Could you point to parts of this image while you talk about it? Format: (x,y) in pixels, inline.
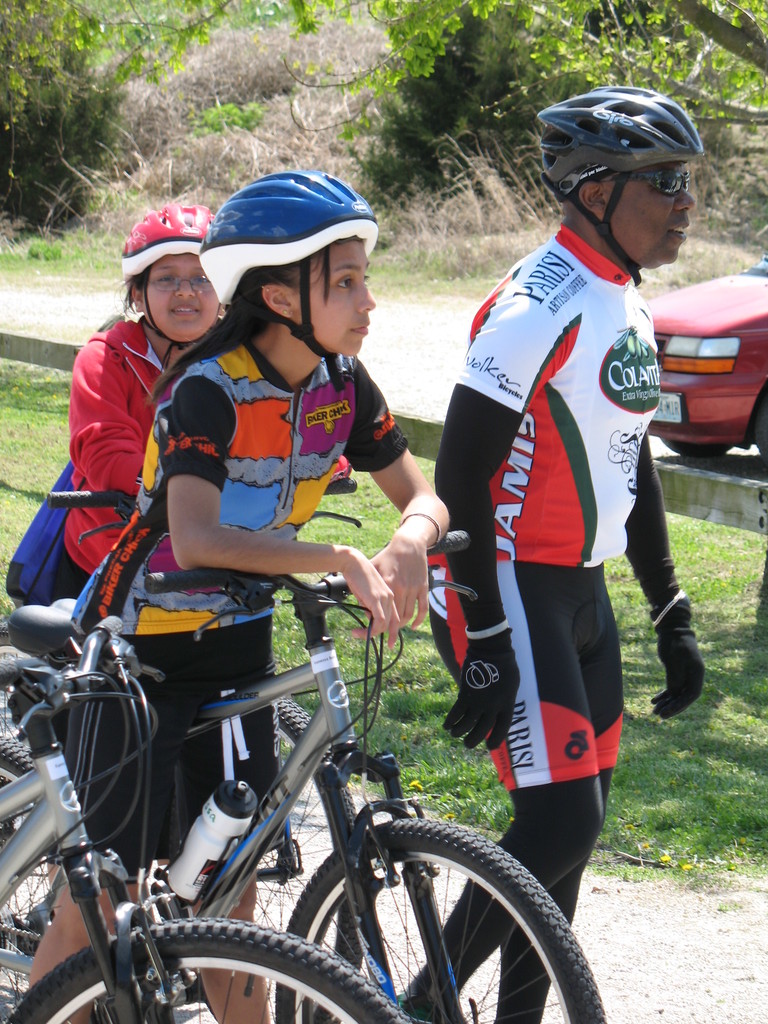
In this picture we can observe three members (563,796). All of them are wearing helmets (344,213) on their heads (337,242). There are two bicycles (300,756) on the road (438,894). On the right side (692,317) we can observe red color car (697,407). There is some grass (415,733) on the ground (380,523). In the background (493,93) there are trees (38,70).
